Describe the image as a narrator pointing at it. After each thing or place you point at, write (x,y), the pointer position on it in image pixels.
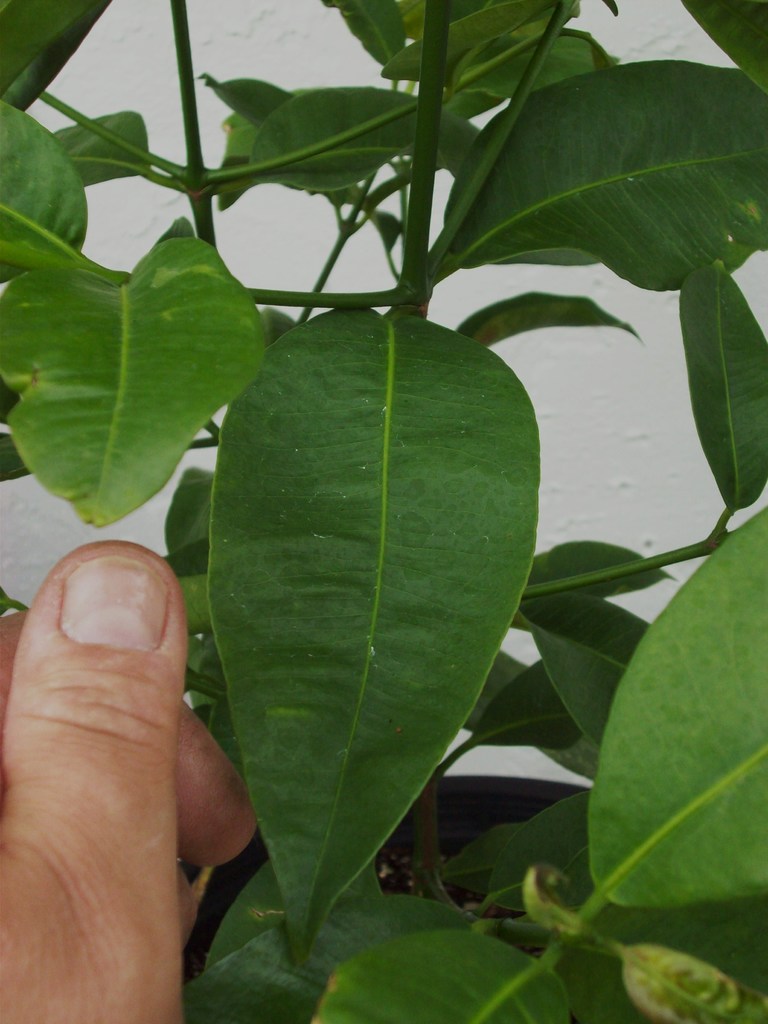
In this picture, there is a plant (499,711) with leaves (465,718). At the bottom left (137,905), there is a hand (22,667).
